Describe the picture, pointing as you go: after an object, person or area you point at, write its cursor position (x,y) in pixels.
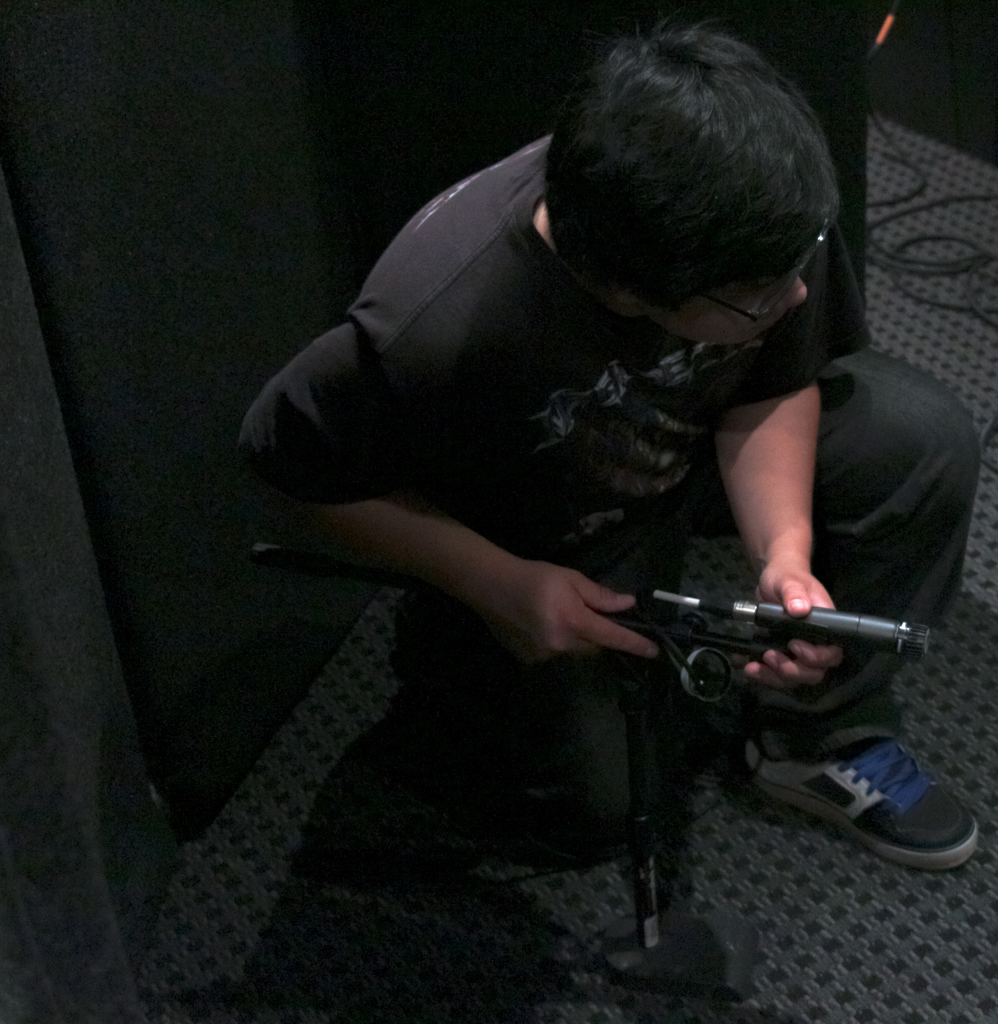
In the picture we can see a kid (477,499) wearing black color dress (498,677) crouching down and holding some object (666,642) which is on the floor (559,896).
